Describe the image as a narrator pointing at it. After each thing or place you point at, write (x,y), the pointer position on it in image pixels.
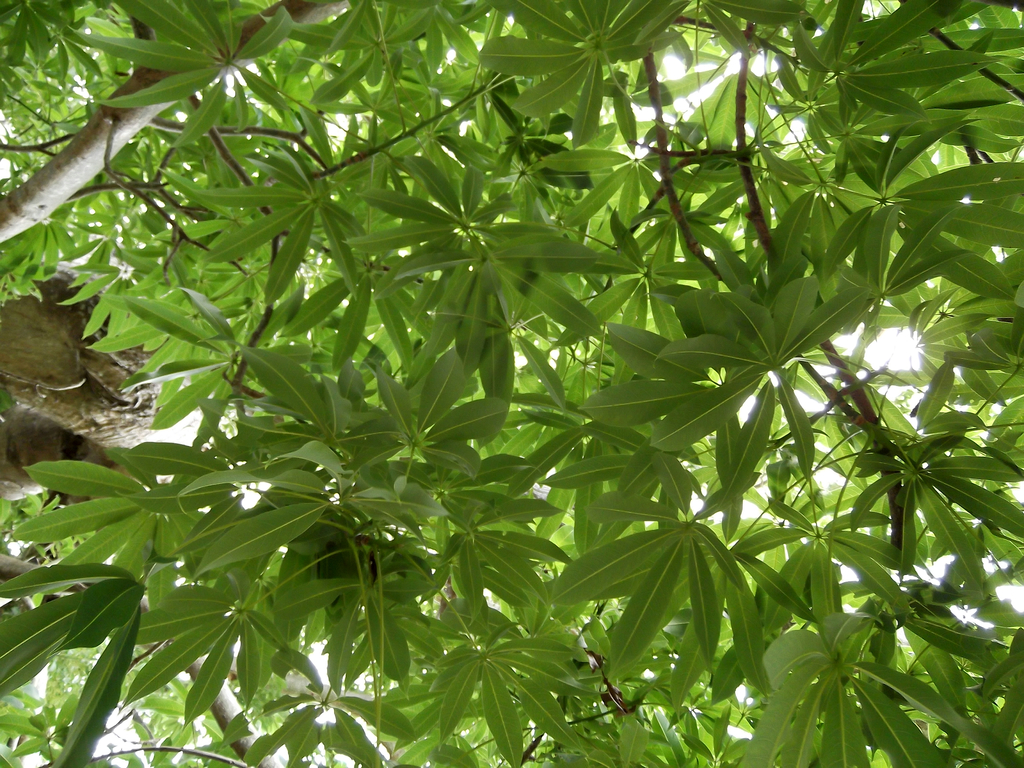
In this image I can see few trees (526,407) which are green and brown in color. In the background (831,372) I can see the sky (872,364).
